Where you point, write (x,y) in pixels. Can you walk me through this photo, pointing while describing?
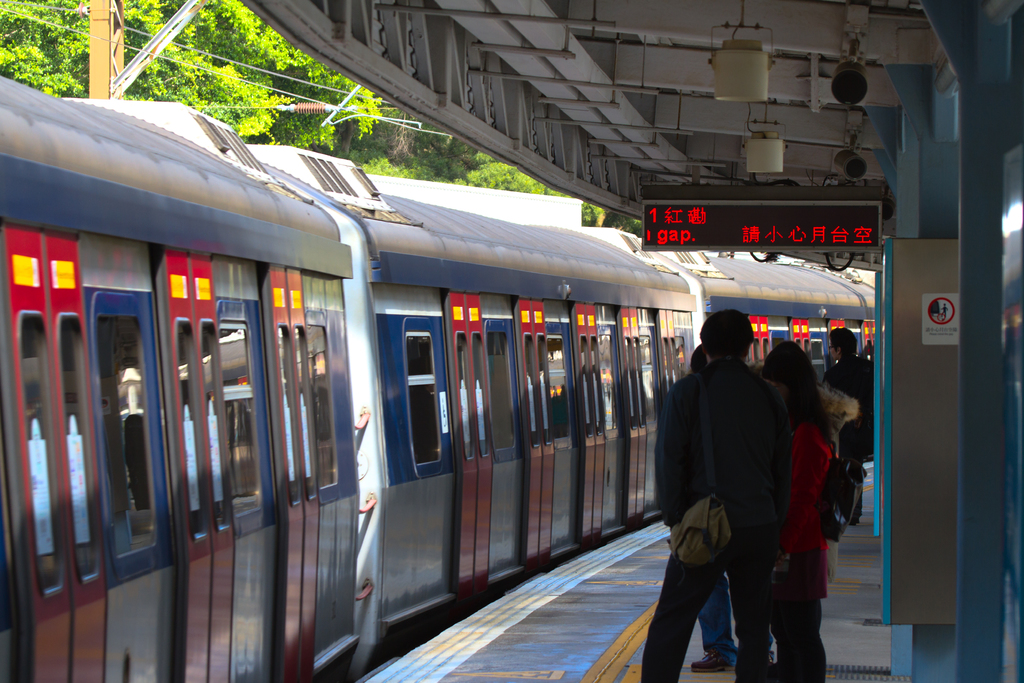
This image is taken in a railway station (790,369). At the bottom of the image (553,621) there is a platform (564,613). At the top of the image (646,103) there is a roof (637,83). On the left side of the image (179,532) there is a train (308,358) on the railway track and there is a pole (110,68). On the right side of the image (845,344) there is a board (833,242) and a few people (798,469) are standing on the platform (854,580).
